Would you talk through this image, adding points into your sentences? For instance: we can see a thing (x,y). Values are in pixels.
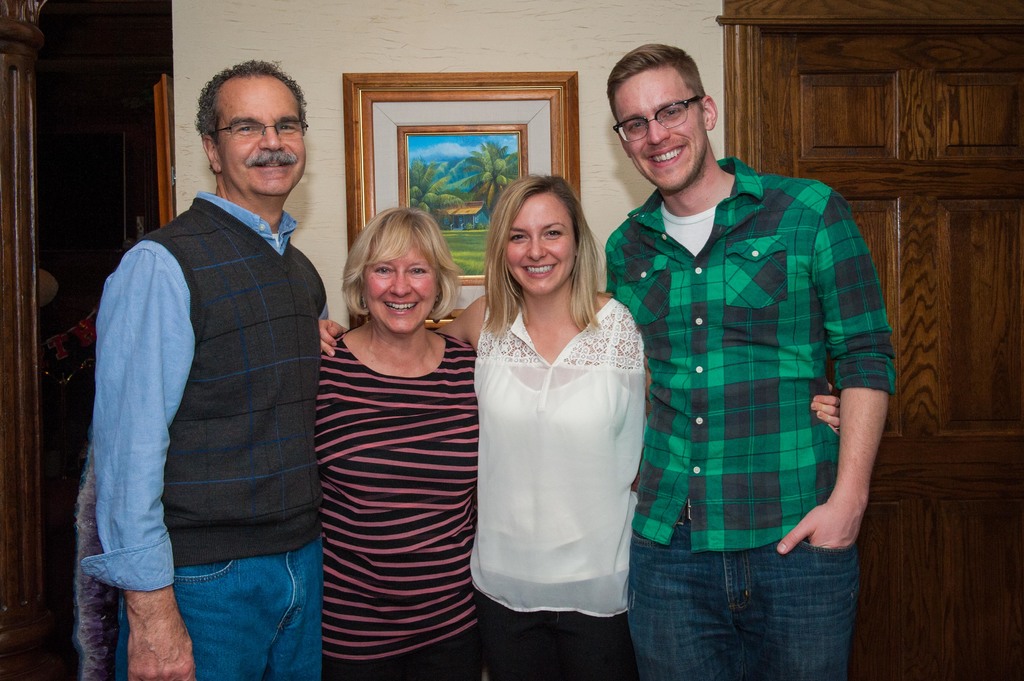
In this image there are a few people (488,281) standing with a smile on their face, behind them there is a frame (404,122) hanging on the wall (407,70). On the left (27,59) and right side of the image (967,129) there are some wooden structures (964,132).
